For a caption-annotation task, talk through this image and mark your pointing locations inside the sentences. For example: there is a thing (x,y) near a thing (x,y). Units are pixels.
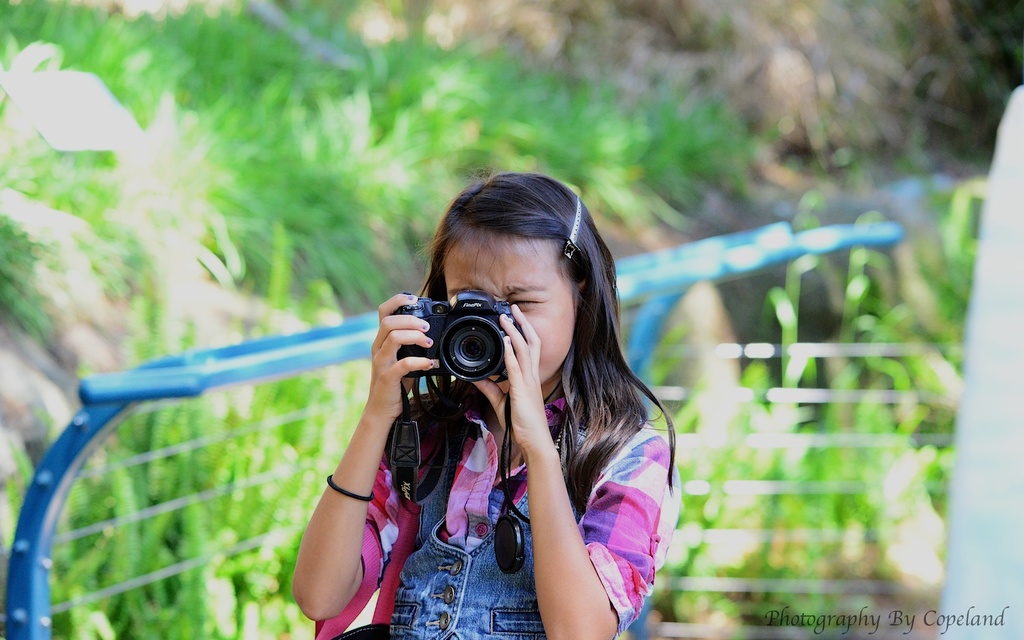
In this image in the center (520,343) there is one girl (514,443) who is holding a camera (452,337) and clicking pictures, on the background (108,159) there are some trees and plants (188,441) are there.
